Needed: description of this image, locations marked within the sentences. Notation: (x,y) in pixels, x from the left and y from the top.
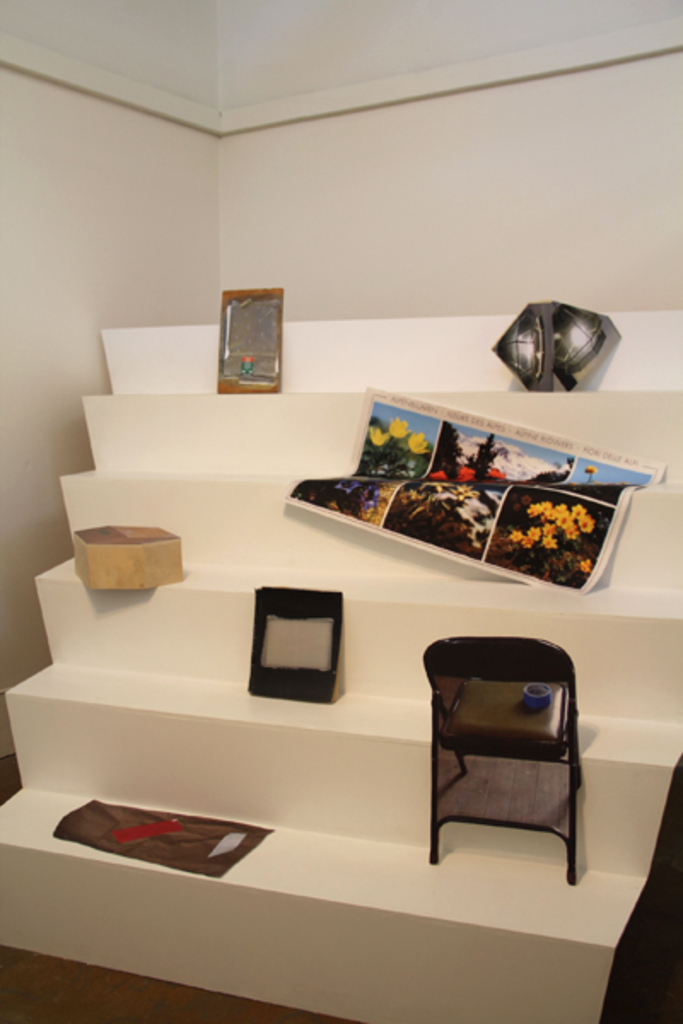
In this picture there are objects (236,302).
